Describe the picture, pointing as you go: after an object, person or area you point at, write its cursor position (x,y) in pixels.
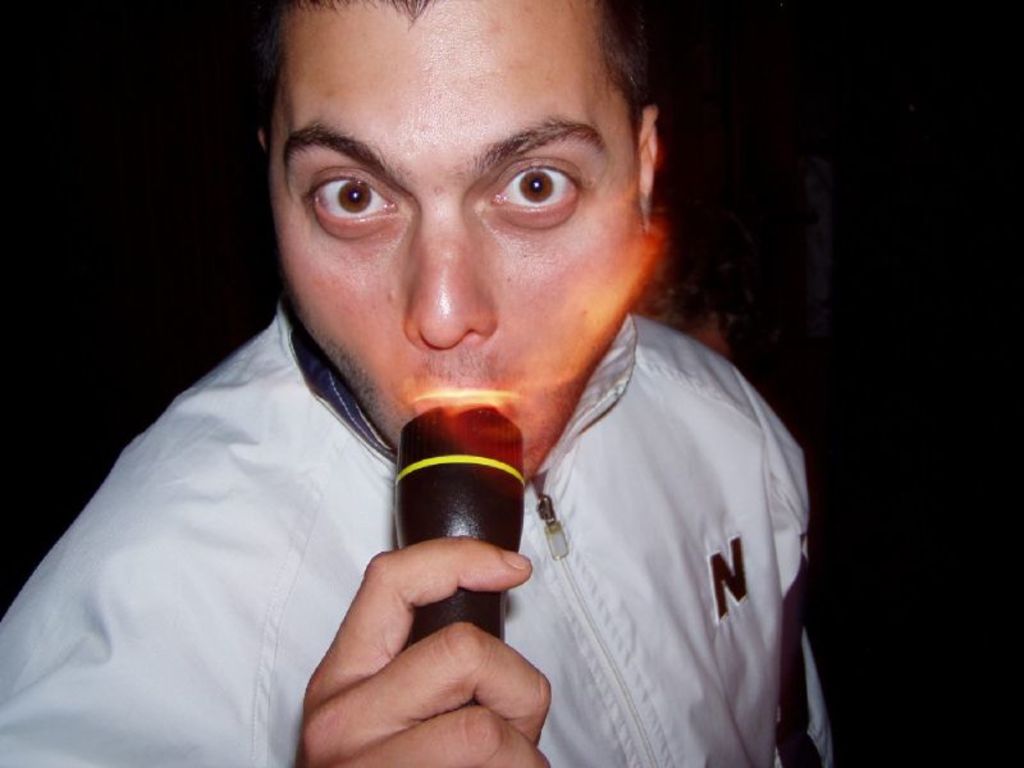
In this image we can see a man (596,516) holding a flashlight (440,515). The background of the image (54,342) is dark.
